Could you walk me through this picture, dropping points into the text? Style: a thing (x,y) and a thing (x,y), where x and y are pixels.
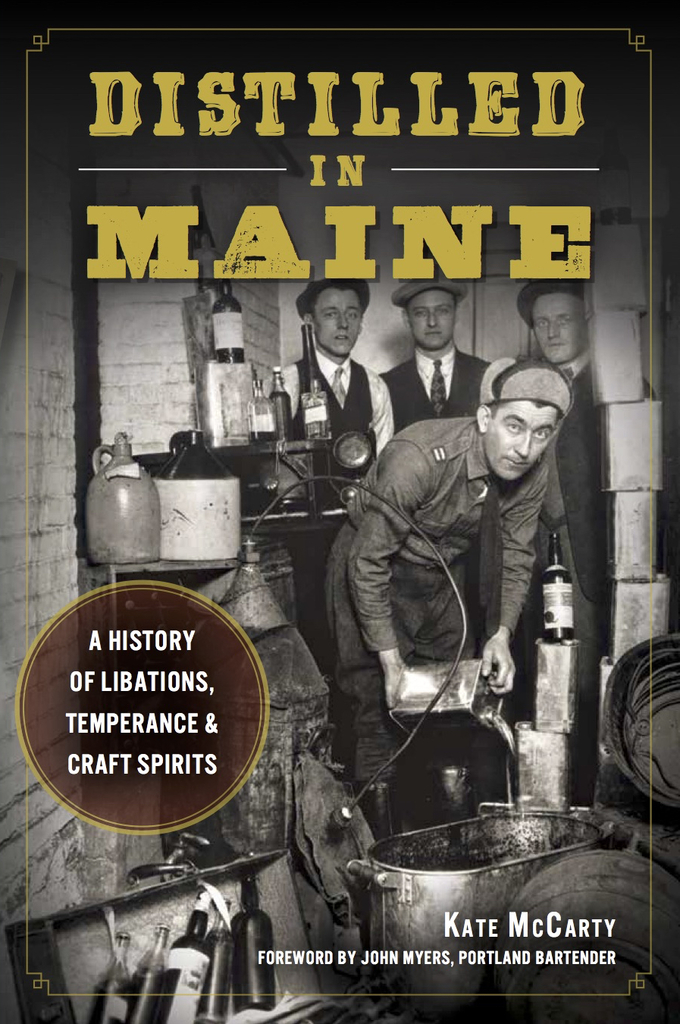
In this image we can see a poster (351,656). This poster (384,499) consists of some people (476,390), text (403,222), bottles (327,417) and some other objects (441,867).
